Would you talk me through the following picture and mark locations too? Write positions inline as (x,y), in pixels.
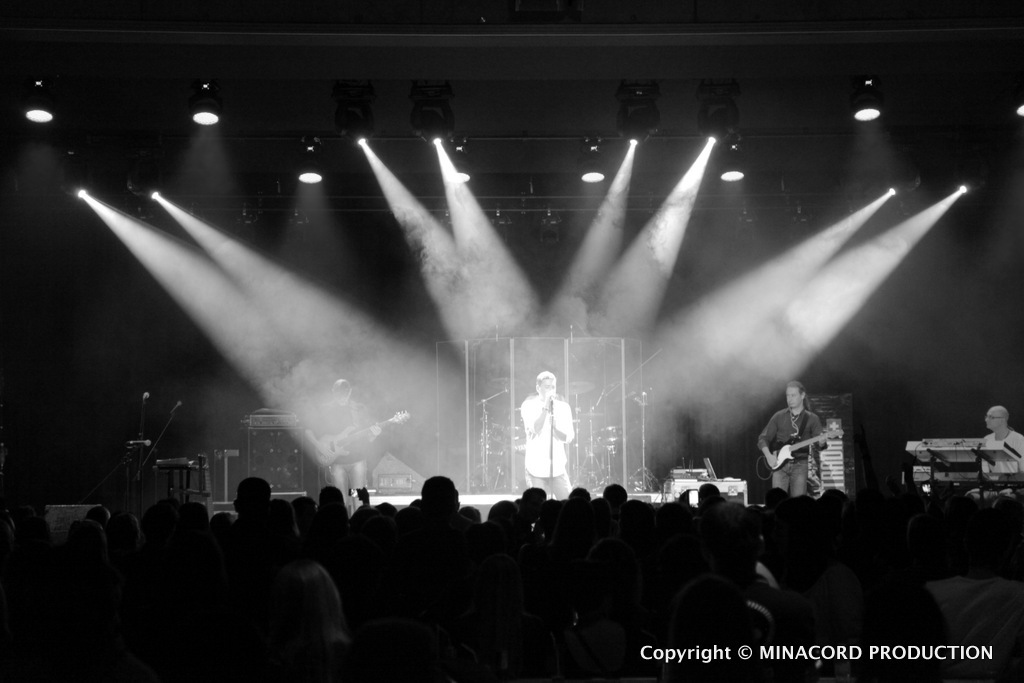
In the middle (560,421) a man (560,421) is standing and singing, on the right side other man (816,434) is standing and playing the guitar (837,429). These are the focused lights (449,294). At the bottom (708,606) many people (587,574) are observing this.
